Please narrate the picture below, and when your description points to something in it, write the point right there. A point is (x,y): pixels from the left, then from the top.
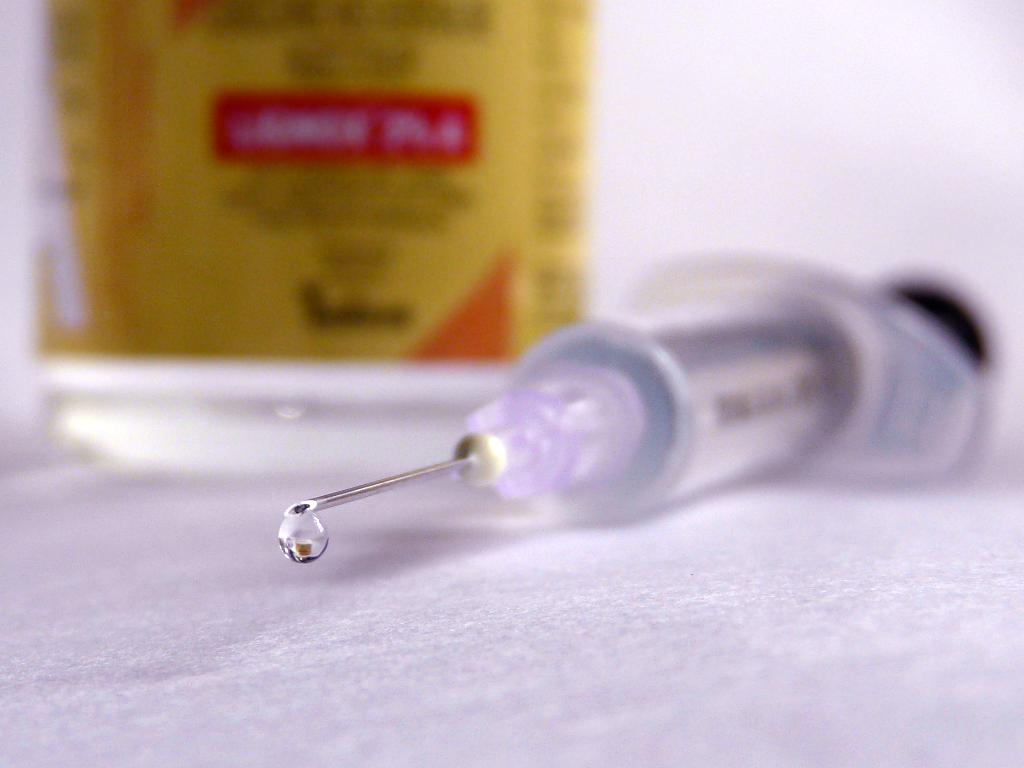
In the center of the image (542,413) there is a injection (412,472) placed on the table (275,647). In the background (181,348) we can see an object (397,229) and wall (770,142).
